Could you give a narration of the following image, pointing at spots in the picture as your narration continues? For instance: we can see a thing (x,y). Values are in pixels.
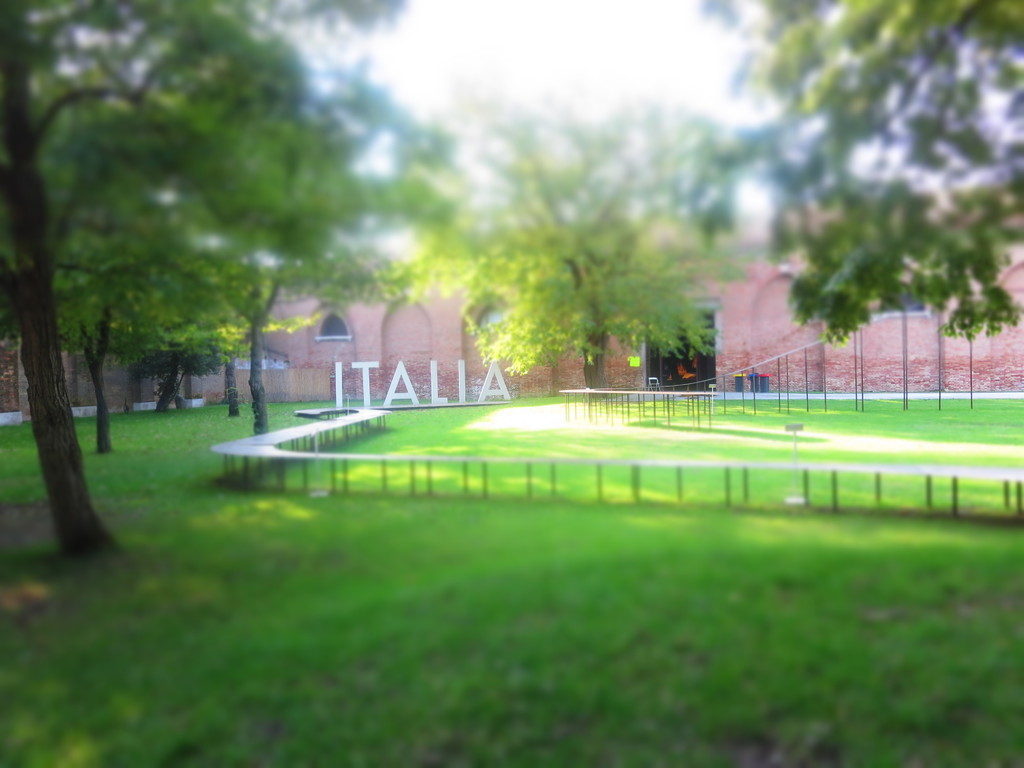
In the background of the image (319,361) there is wall (406,356). There is some text (505,392). At the bottom of the image (530,633) there is grass (723,663). There are trees (449,258).
